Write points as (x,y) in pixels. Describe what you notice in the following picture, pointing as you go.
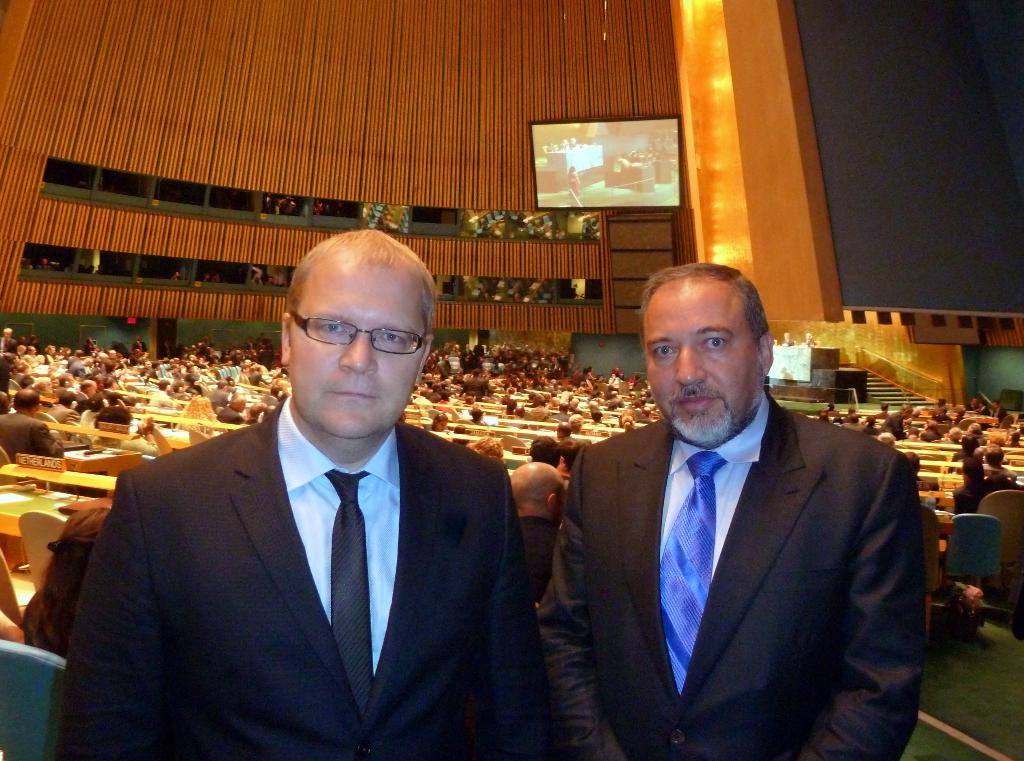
In this image, there are a few people (529,467). We can see the ground (972,665). We can see some chairs (165,373). We can see some stairs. We can see the wall (686,126) and a television (559,129). We can see some pillars (156,350).
